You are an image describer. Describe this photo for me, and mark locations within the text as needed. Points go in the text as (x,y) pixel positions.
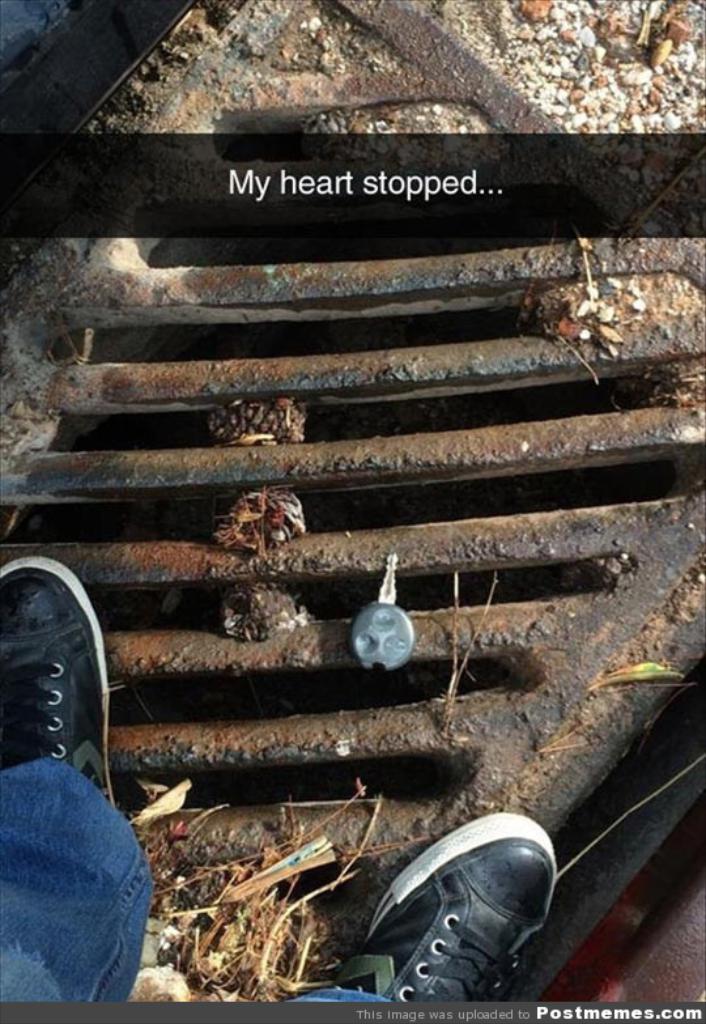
In the image we can see there is a person (20,784) standing on the manhole cover (462,620) and there is a key (371,643) on the manhole cover (448,532). On the image its written ¨My heart stopped¨.
